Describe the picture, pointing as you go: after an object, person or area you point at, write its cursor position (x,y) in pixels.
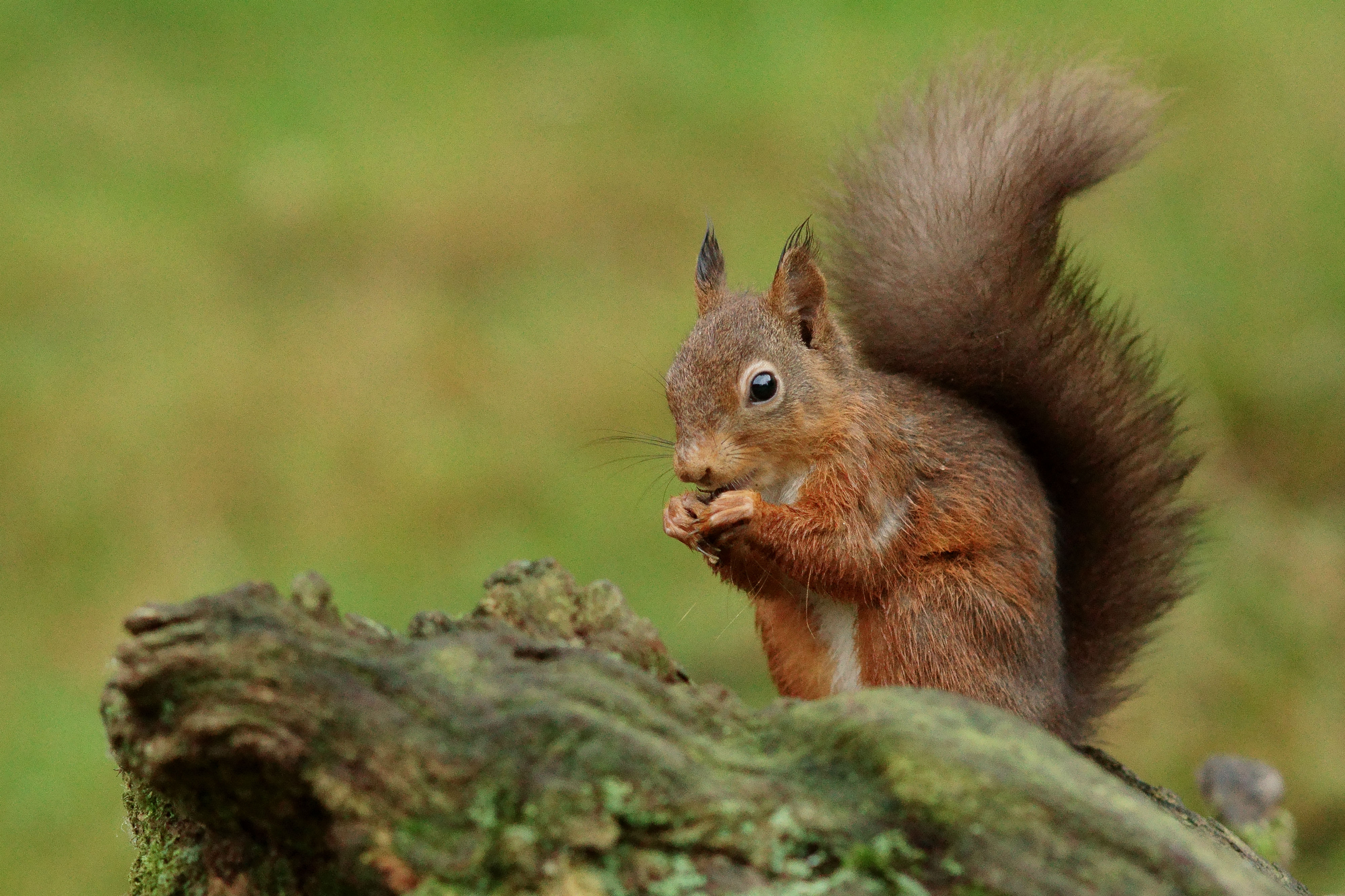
In this image there is a squirrel (874,210) standing on the wooden trunk (713,763). Background (908,18) is blurry.
